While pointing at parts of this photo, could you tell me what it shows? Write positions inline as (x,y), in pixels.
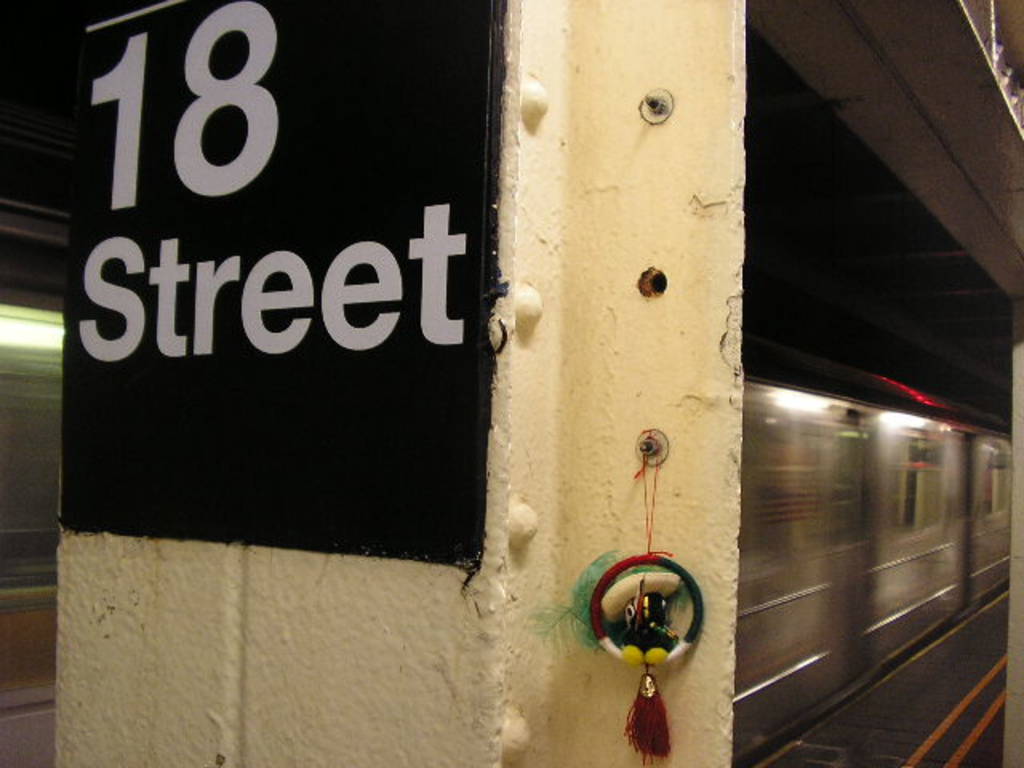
In the center of the image (675,419) we can see a pillar (628,544) with some object (632,636) and a board (391,493) with some text (297,295). In the background (898,452) there is wall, platform (933,689), train (899,574) and lights (893,422).
